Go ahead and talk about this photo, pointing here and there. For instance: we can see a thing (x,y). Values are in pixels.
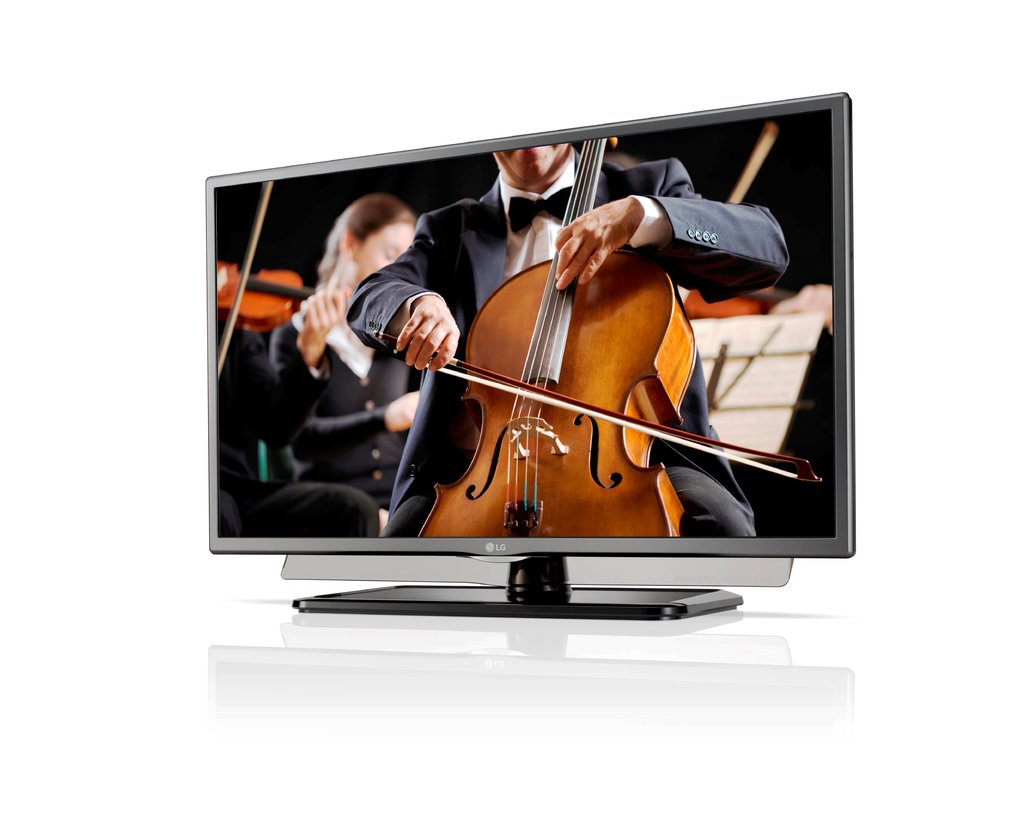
In this image we can see persons (536,156) holding violin (545,274) in their hands (560,237).
